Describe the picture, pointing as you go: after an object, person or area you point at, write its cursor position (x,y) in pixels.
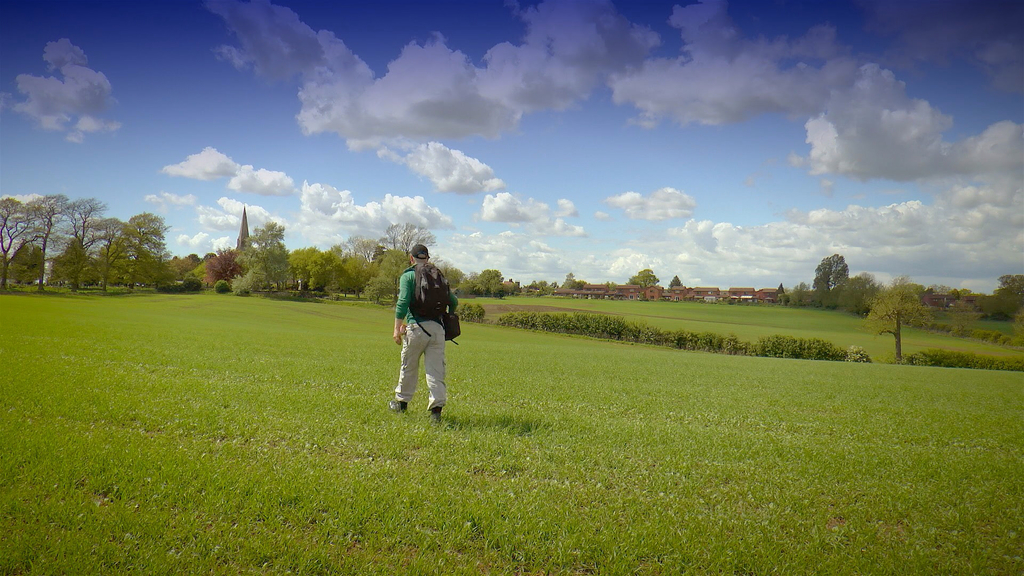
The man (402,296) in the middle of the picture (453,326) is wearing a backpack (436,300) and a black cap (413,257) is walking. At the bottom (451,424), we see the grass field (494,463). There are trees (281,275) and buildings (599,288) in the background (811,301). At the top (524,141), we see the sky (492,162) and the clouds (510,115).
